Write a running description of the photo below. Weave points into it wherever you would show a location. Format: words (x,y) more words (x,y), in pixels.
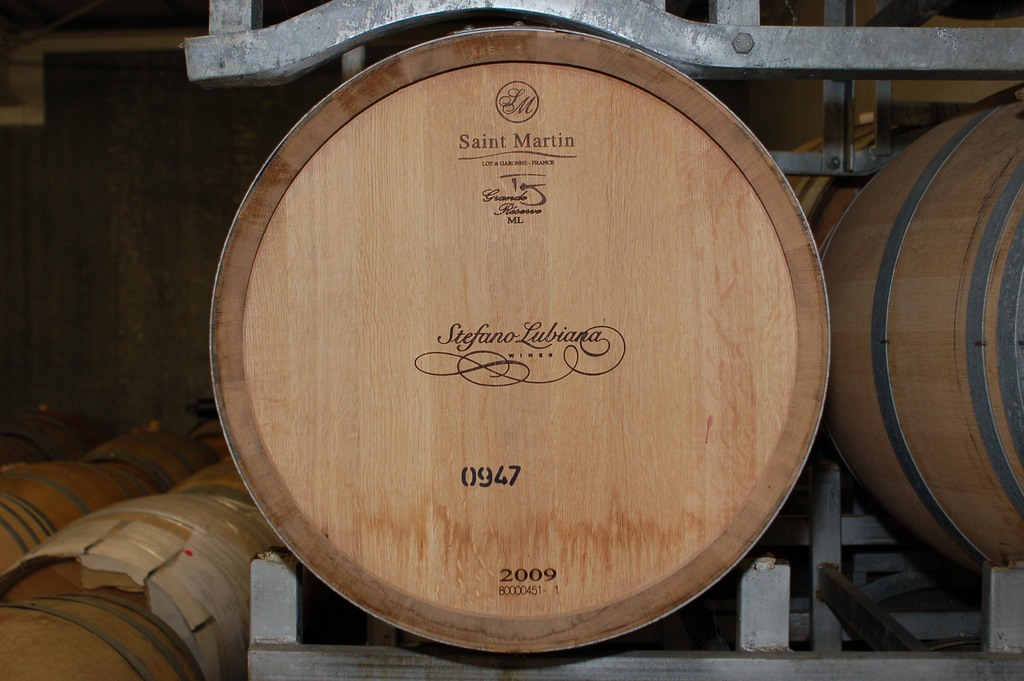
In this picture we can see wooden barrels (944,460) on the steel rack (938,41). In the back (189,229) we can see the wall (183,164).
